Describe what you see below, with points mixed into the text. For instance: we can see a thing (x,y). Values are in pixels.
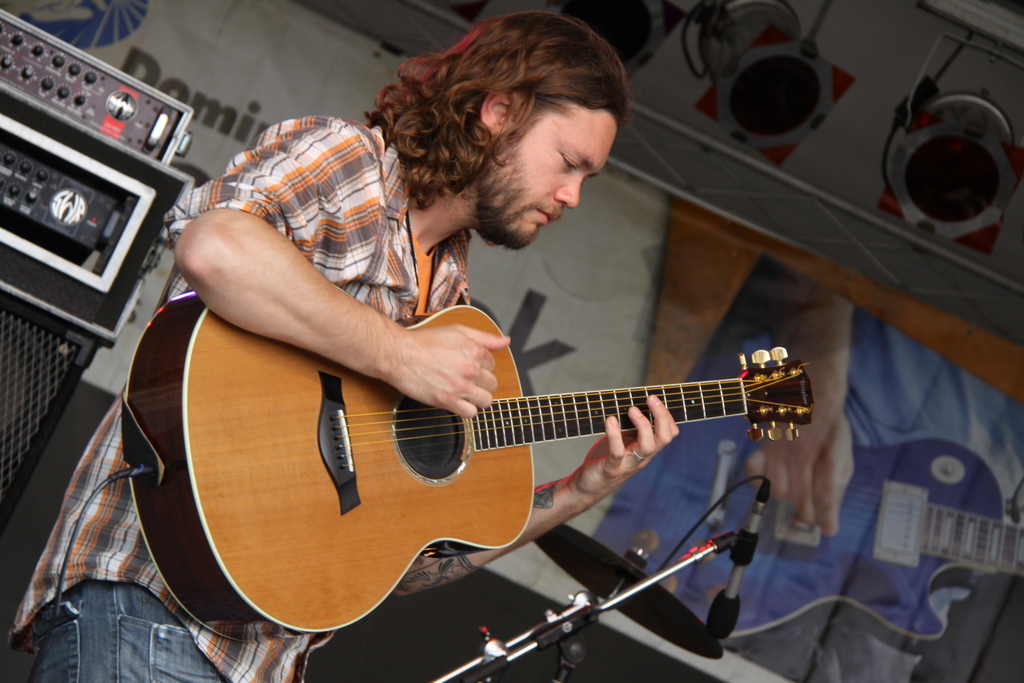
In the image we can see there is a man (364,255) who is holding a guitar (425,426) in his hand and in front of him there is a mike (718,611) and the stand (718,544).
